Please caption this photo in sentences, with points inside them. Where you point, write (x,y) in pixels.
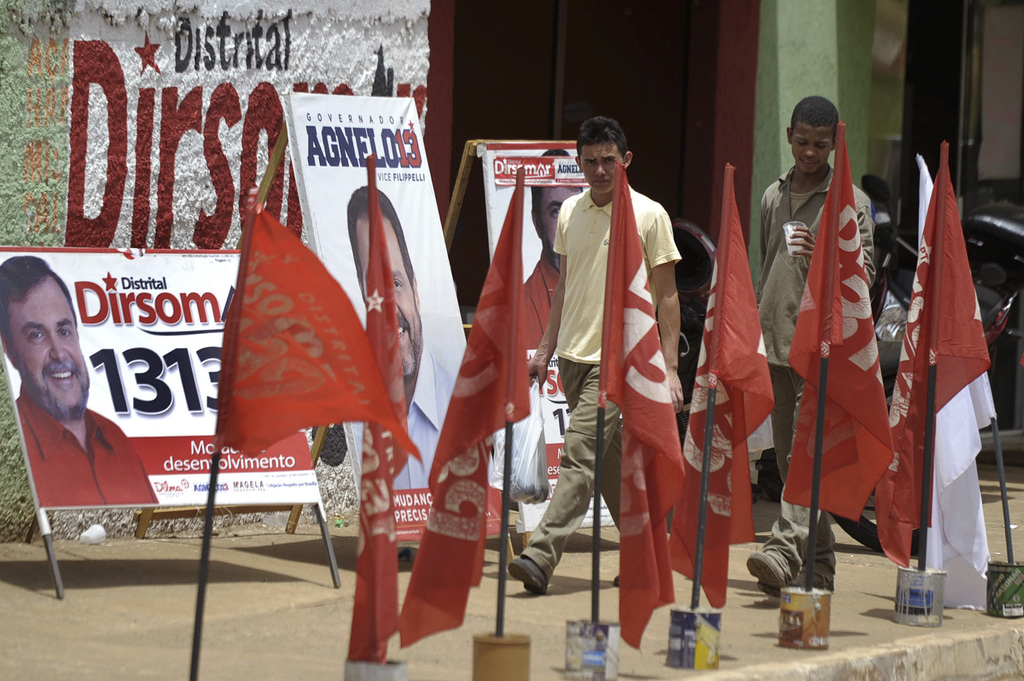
In the image on the footpath (847,594) there are poles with flags (466,425). Those poles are inside the box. Behind the flags (750,356) there are two persons (578,234) holding carry bags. Behind them there are banners (287,470) with images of a person (32,405) and text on it. Behind them there is a wall (237,86) with text (247,58) and doors (915,197).
